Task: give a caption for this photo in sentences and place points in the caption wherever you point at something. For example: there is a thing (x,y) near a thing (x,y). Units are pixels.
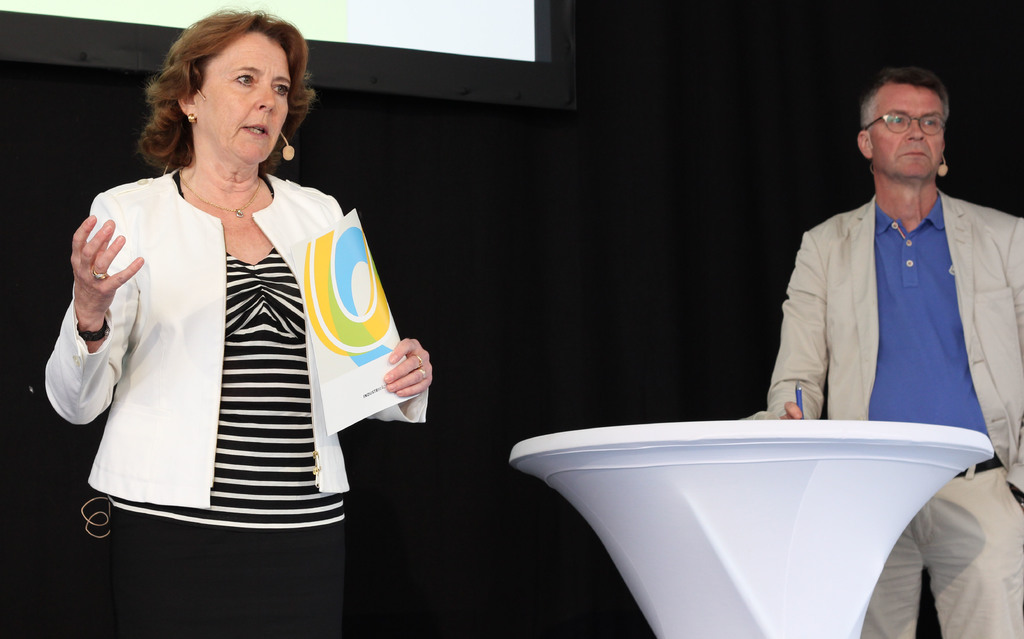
In the left (197,29) I can see a woman (394,408) is standing and holding a brochure (371,411) in hand (421,378). On the right (802,277) I can see a man (788,341) is standing and holding a pen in hand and a table (664,504). In the background (551,521) I can see curtain (566,147) and a screen (492,75). This image is taken on the stage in a hall (561,453).
